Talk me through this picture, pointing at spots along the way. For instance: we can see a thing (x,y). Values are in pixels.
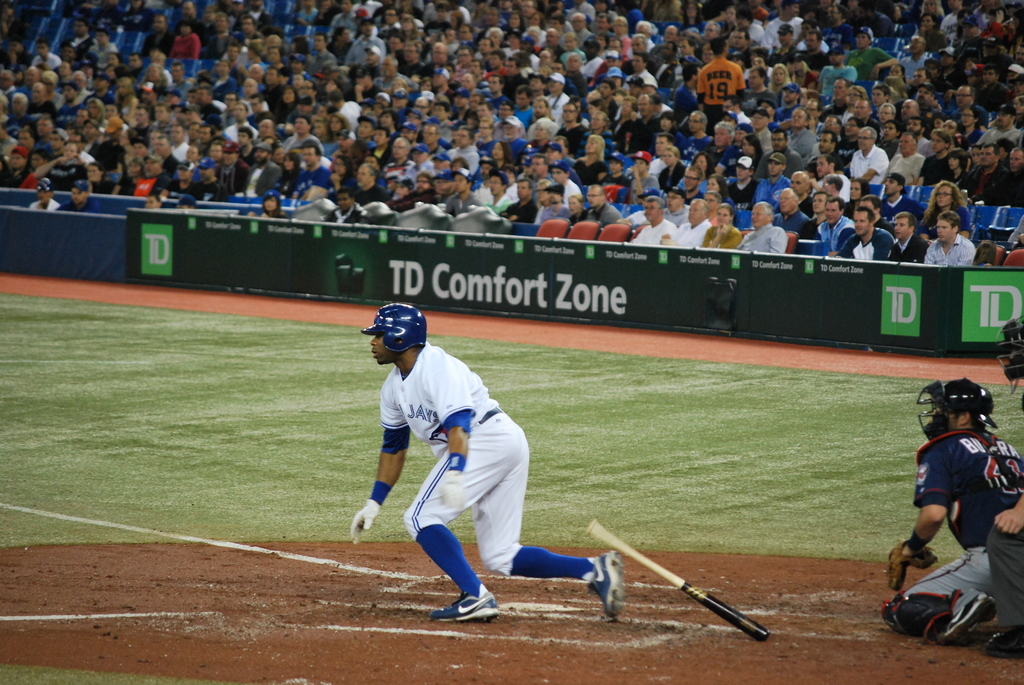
In this image we can see a bat (646,558), persons (617,556) on the sports ground (739,449), advertising boards (367,277) and spectators (410,195).
